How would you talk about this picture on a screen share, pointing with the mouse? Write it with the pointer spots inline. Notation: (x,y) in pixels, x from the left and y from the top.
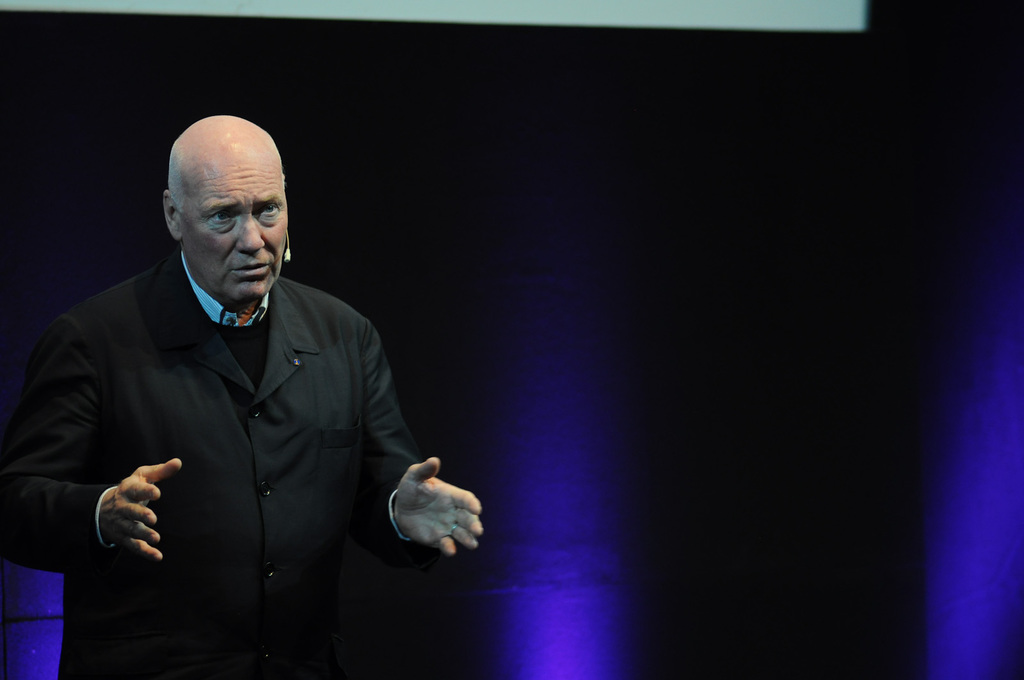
This image is taken indoors. The background (898,534) is dark. At the bottom of the image (570,649) there are a few lights (981,580). On the left side of the image (20,509) a man (248,352) is standing on the dais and talking. He has worn a coat (251,400), shirt (216,320).
